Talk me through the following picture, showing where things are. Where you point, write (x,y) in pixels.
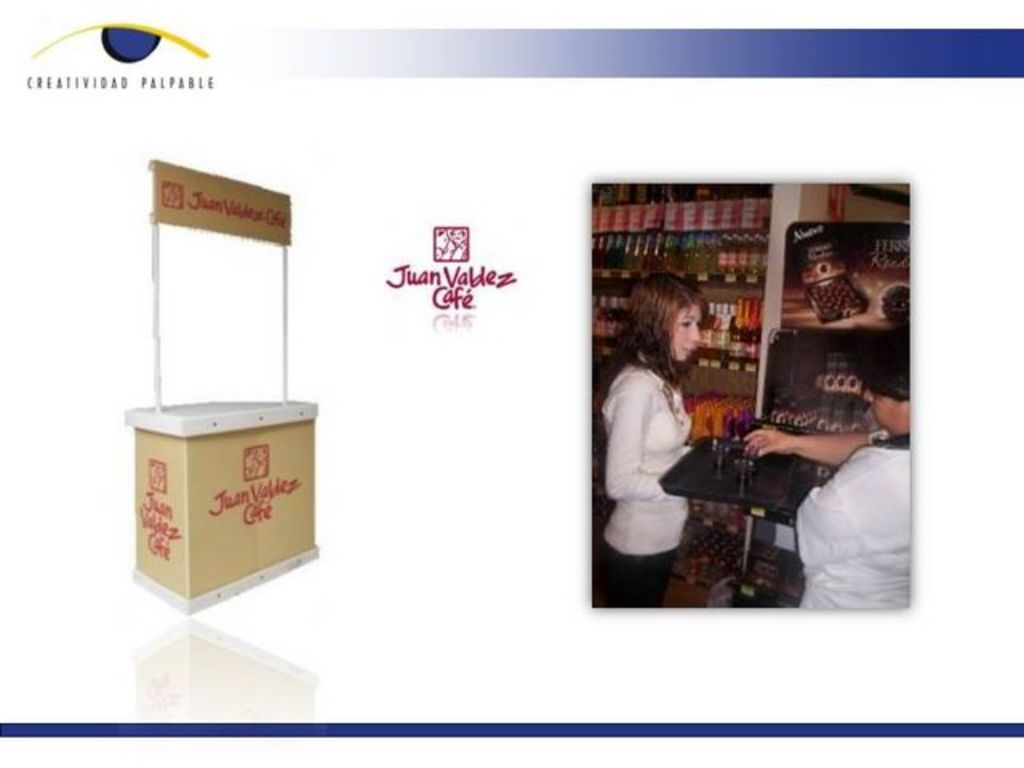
In this picture we can see a stall (170,186), two people (901,490), table (692,491) with glasses (752,475) on it, bottles (624,242) on shelves (692,286), logos (106,37) and some text (161,87).
